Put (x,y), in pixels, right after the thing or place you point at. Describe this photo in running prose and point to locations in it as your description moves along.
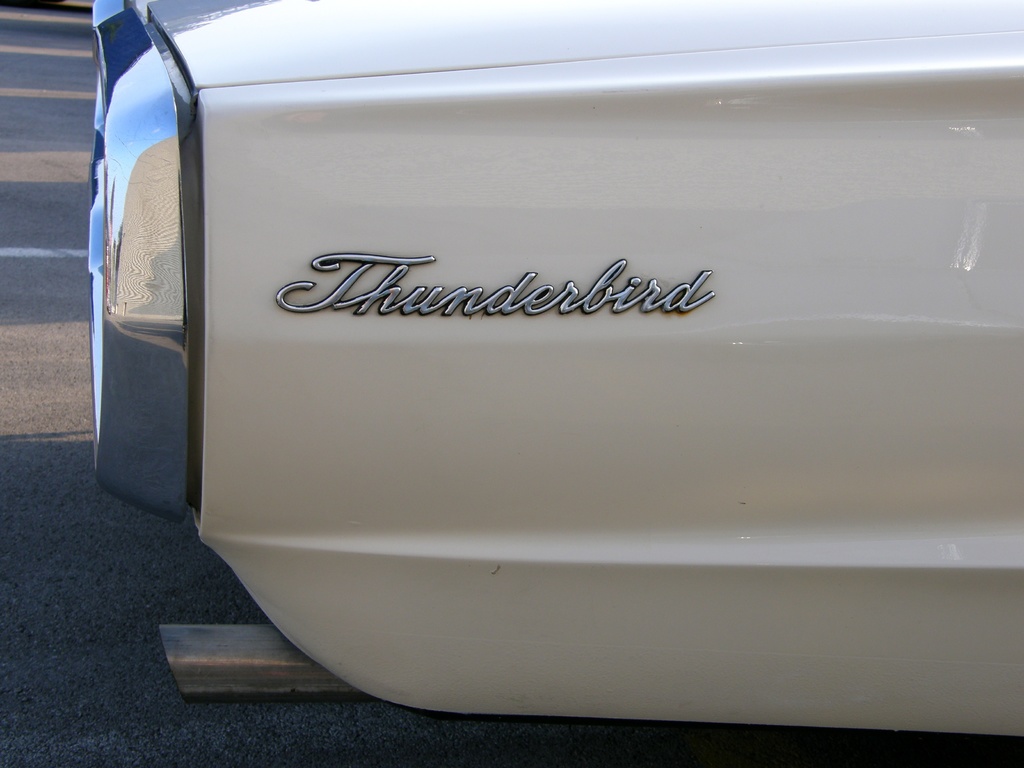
In this image I can see a white colour thing (203,420) and on it I can see something is written.
